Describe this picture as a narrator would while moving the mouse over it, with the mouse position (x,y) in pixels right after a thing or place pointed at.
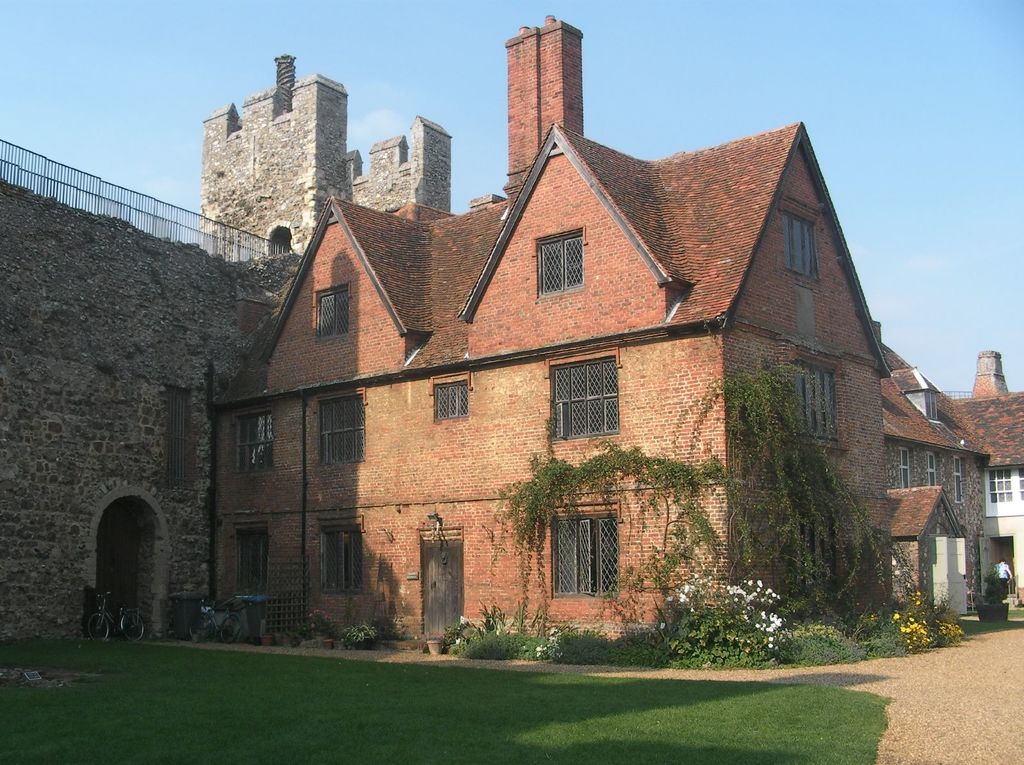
In this image we can see the castle (451,339), some plants (814,628) with flowers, some plants (798,560) on the castle wall (522,602), two bicycles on the ground (268,649), some pots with plants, some objects (29,677) on the ground (99,660), few objects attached to the castle (640,445), it looks like two fences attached to the castle (617,437), one man (1008,570) walking, some plants (789,655), bushes (569,656) and grass (526,734) on the ground (756,716). At the top (1004,208) there is the blue sky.
